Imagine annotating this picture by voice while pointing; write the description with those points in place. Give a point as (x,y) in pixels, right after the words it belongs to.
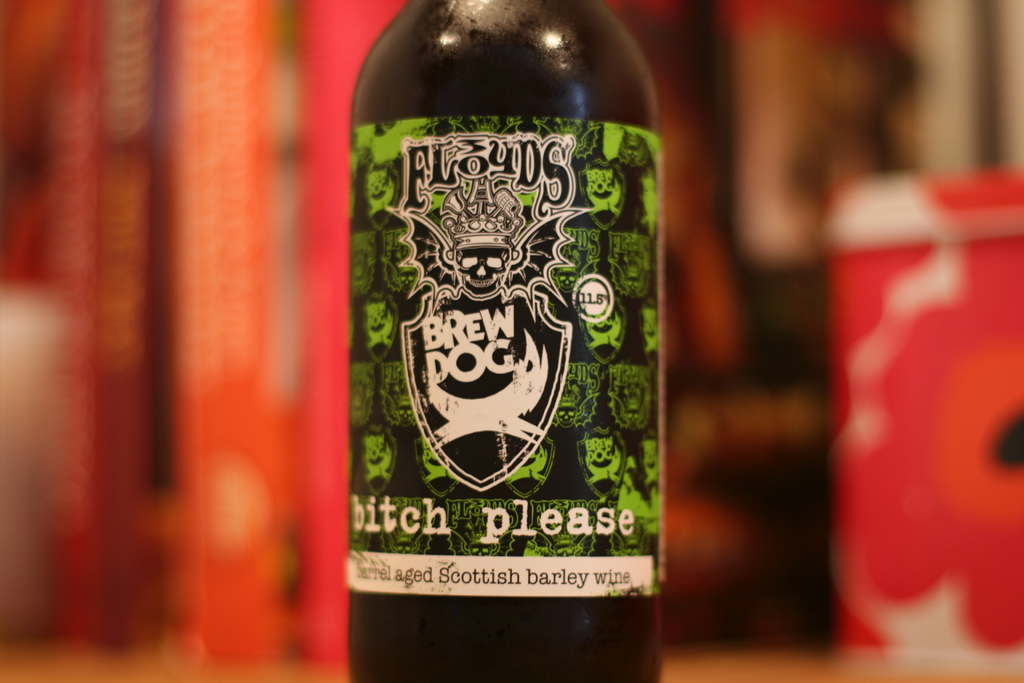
In front of the image there is a wine bottle (498,226) and the background of the image (53,458) is blur.
